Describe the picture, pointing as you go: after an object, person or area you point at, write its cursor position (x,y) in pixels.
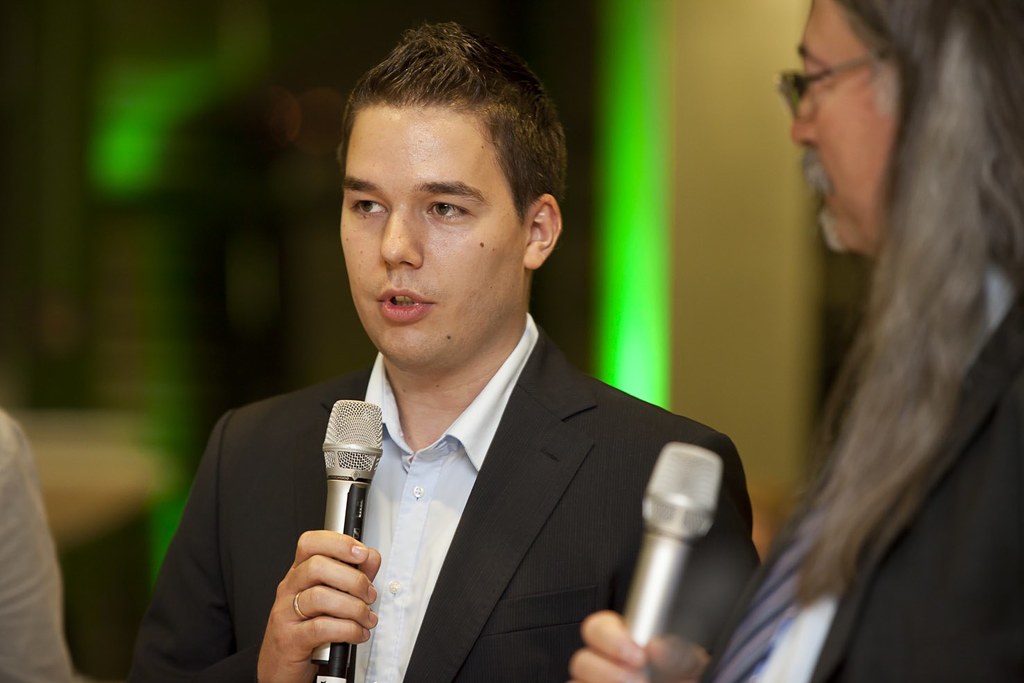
This man (529,384) wore suit (552,477) and holding mic (347,418) and talking in-front of this mic (356,436). Beside this man (528,392) another person (904,495) is also standing and holding a mic (650,573).
